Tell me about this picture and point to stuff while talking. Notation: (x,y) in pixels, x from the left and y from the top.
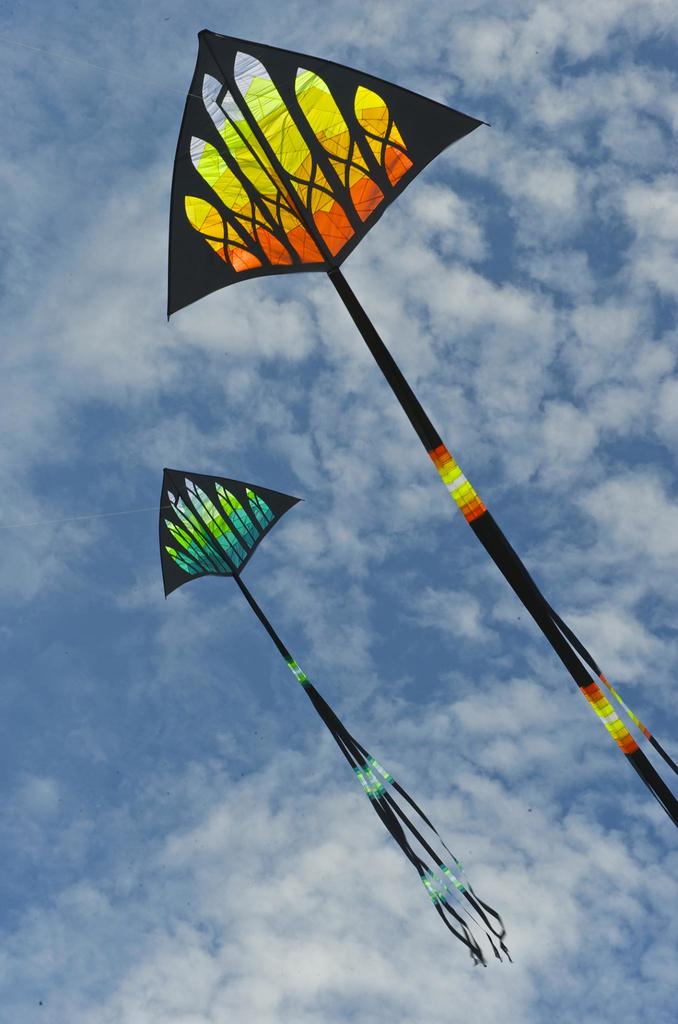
In the image there are two kites (302,129) flying in the air (457,594).
